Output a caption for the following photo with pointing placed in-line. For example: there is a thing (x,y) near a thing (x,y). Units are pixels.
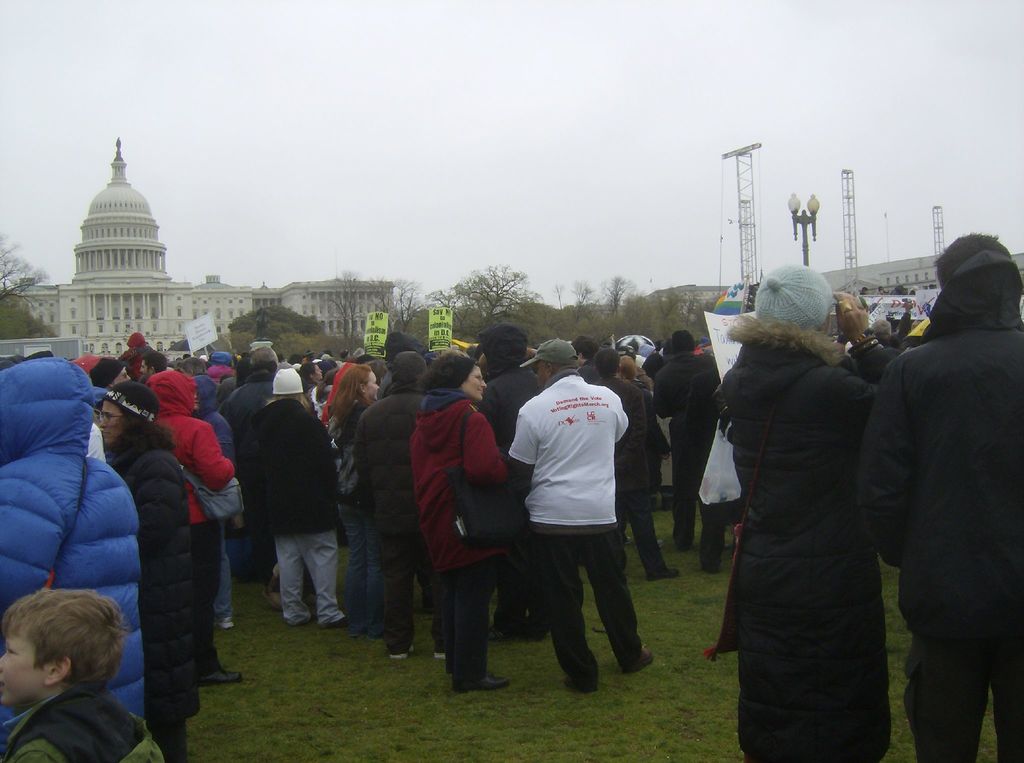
There are group of people (407,399) standing. Among them few people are holding placards (432,318). These are the trees (611,315). I can see the street light (796,226). I think this is a building (91,281), which is white in color. Here is the grass (528,727).
